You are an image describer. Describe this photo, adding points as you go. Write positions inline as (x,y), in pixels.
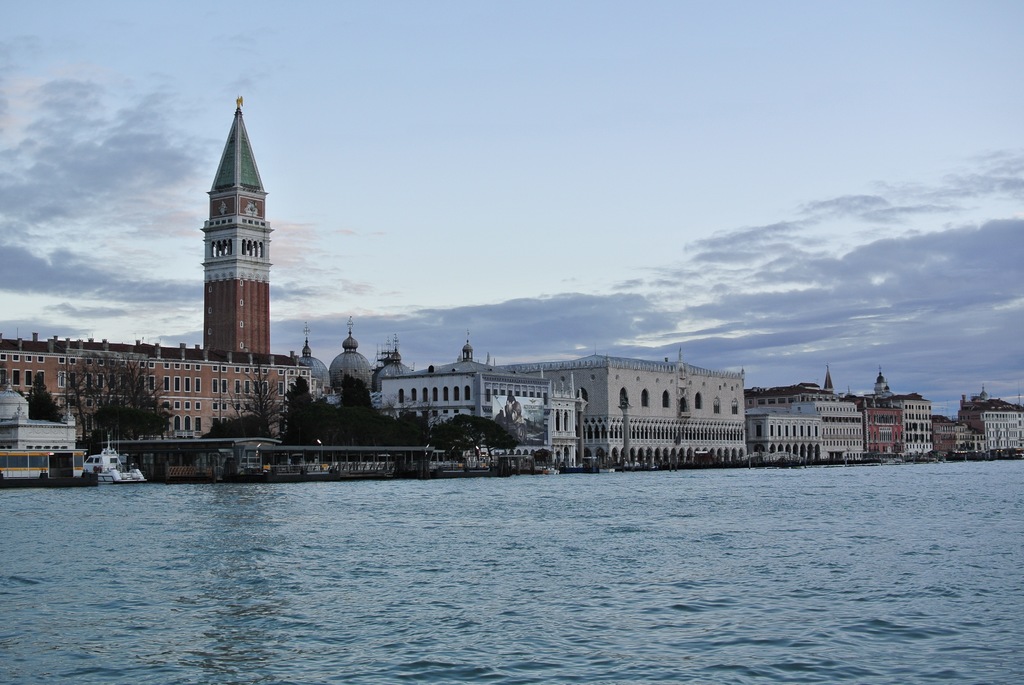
In the center of the image (539,363) there are buildings (616,424) and trees (362,406). At the bottom (503,554) there is water (590,570) and we can see boats (134,469) on the water (728,604). In the background (386,265) there is sky (382,157).
